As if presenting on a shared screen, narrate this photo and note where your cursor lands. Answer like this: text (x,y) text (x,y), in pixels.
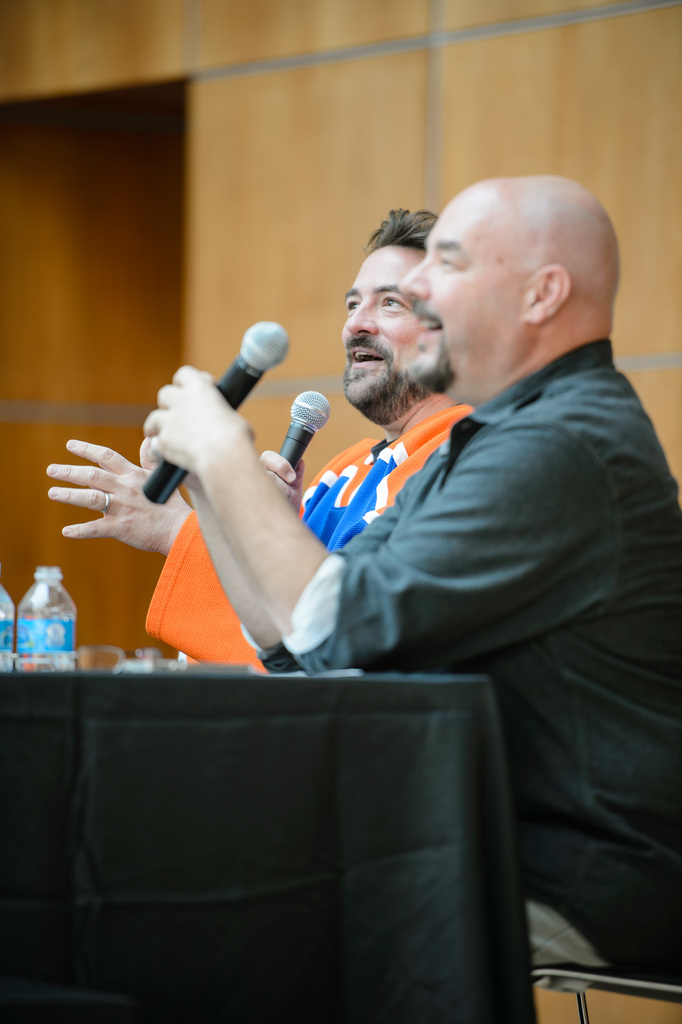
There are two guys (348,513) in the given picture, holding microphones (293,417) in their hands (226,460). Both of them were sitting in the chairs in front of a table (118,771). On the table (37,677) there is a water bottle (34,605). In the background (295,110) we can observe a wall (341,122) here.
